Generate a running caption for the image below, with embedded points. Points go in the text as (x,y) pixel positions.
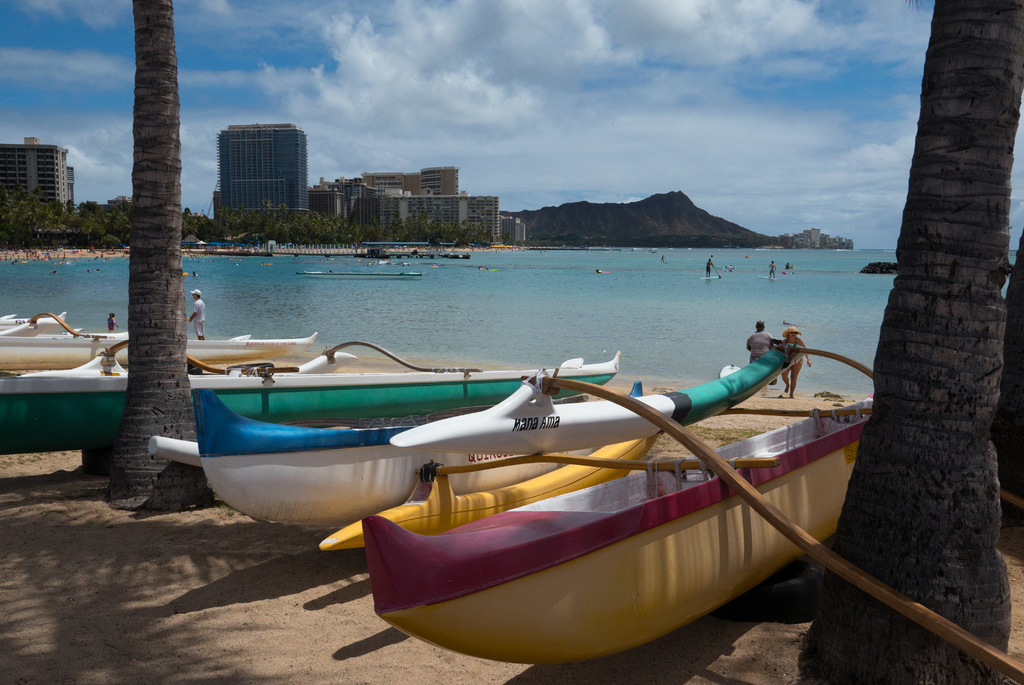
In this picture I can see there are few skiffs (336,494) and they are placed in between the trees (178,283), in the backdrop (510,319) there is an ocean (543,305), few people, buildings (336,192), trees (313,235) and the sky (359,170) is cloudy.
